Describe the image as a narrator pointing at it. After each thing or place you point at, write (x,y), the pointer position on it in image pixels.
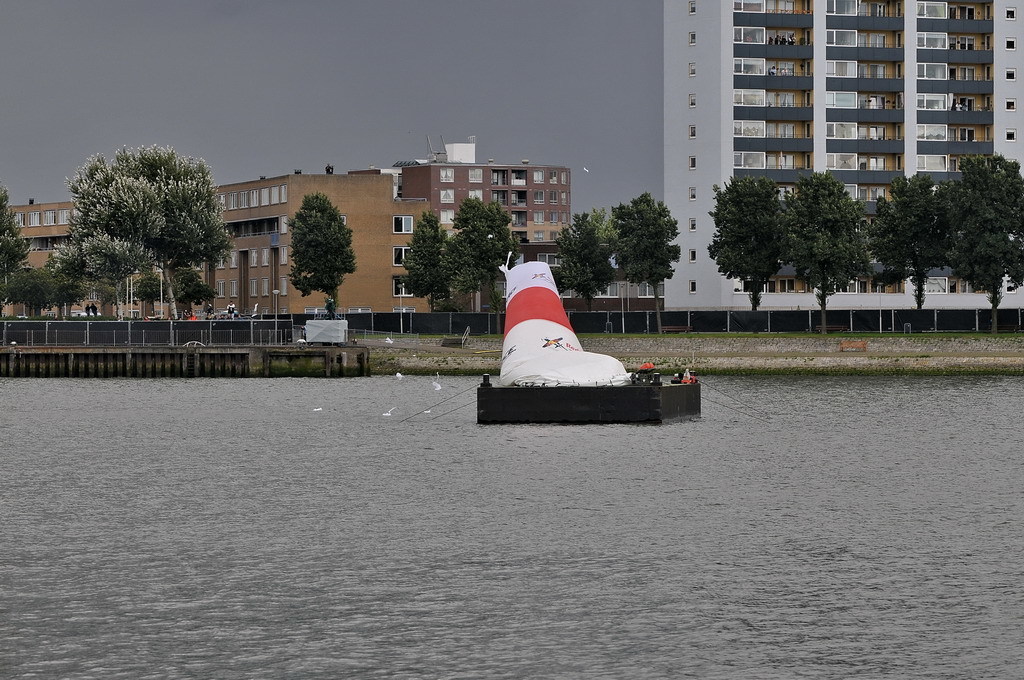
In the center of the image (540,409) we can see a boat (535,388) on the water (559,505) and there are birds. On the left (55,336) there is a fence (141,325). In the background (173,242) there are trees (94,176), buildings (568,174) and sky (435,118).
